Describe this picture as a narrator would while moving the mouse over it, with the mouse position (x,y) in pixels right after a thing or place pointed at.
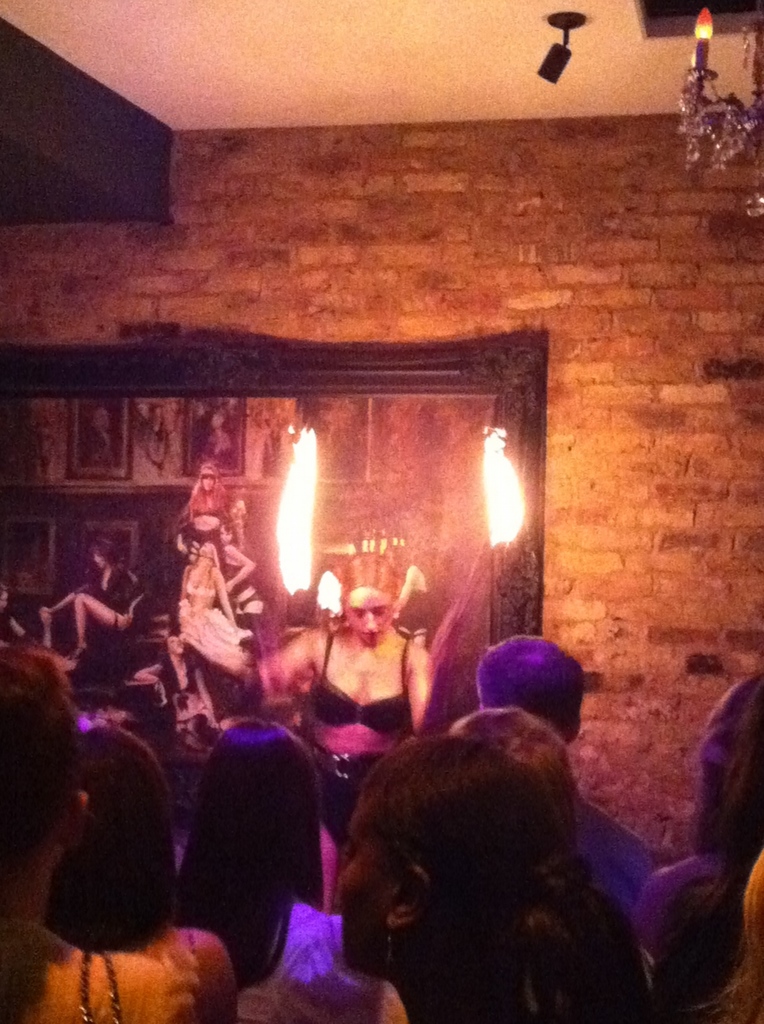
In this picture we can see a few people (527,745) from left to right. We can see the lights (301,539). There is a frame (535,408) on a brick wall (406,311). In this frame (126,475), we can see a few people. There is a chandelier (687,97) in the top right (711,20).
